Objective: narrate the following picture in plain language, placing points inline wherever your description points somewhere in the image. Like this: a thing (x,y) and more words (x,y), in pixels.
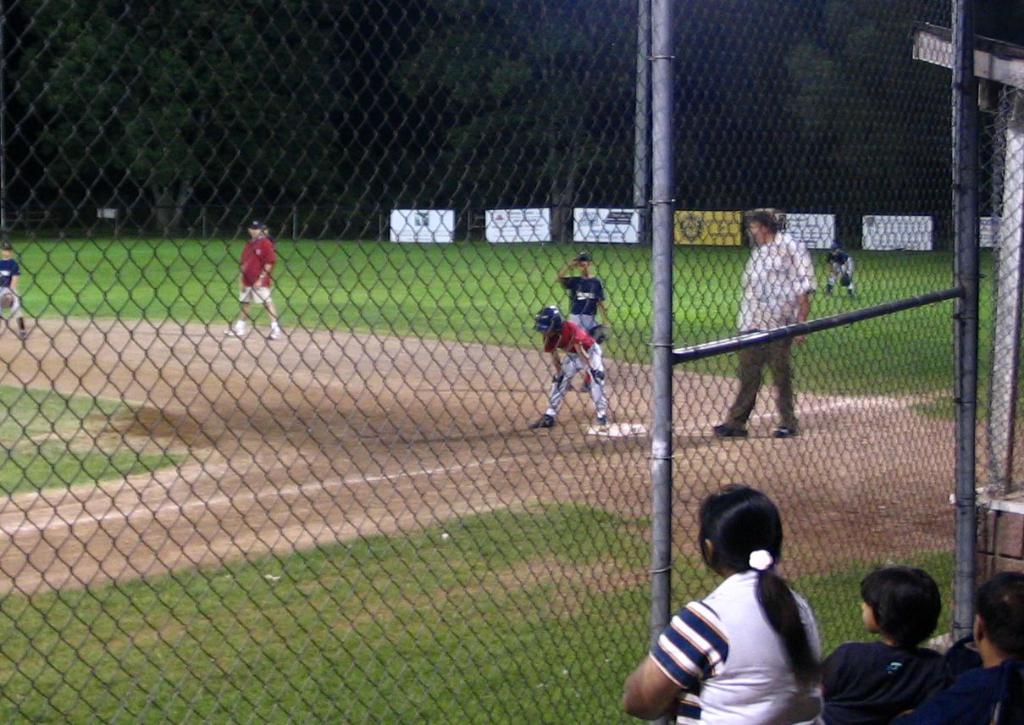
This picture might be taken inside a playground (509,282). In this image, on the right side (756,653), we can see three people (837,657) are in front of a net fence (925,302). Inside the net fence (699,402), we can see a group of people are playing the game. In the background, we can also see hoardings (892,226). At the bottom (299,598) there is a grass (90,662) and a land (287,508).
